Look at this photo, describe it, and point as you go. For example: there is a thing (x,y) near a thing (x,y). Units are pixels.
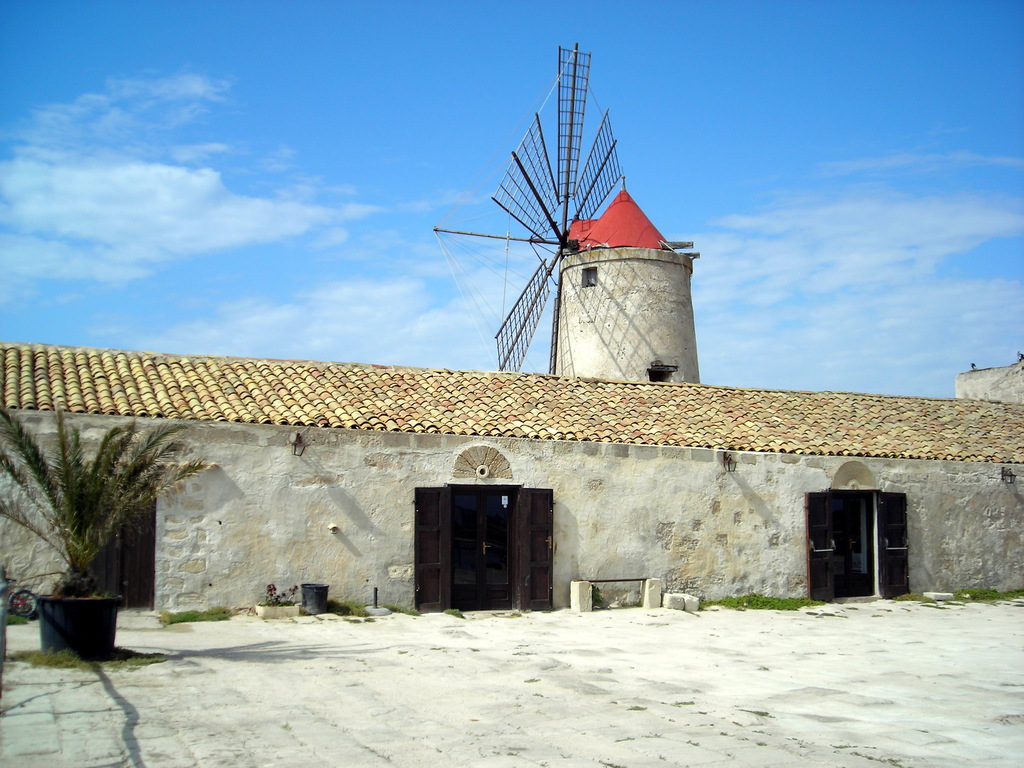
In the picture we can see a house (593,378) with three doors (536,555) and on the up of it, we can see a cylindrical shape (563,305) and windmill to it and in the background (431,242), we can see a sky (910,123) and clouds (784,348) and to the path (130,626) we can see a house plant (101,595).
